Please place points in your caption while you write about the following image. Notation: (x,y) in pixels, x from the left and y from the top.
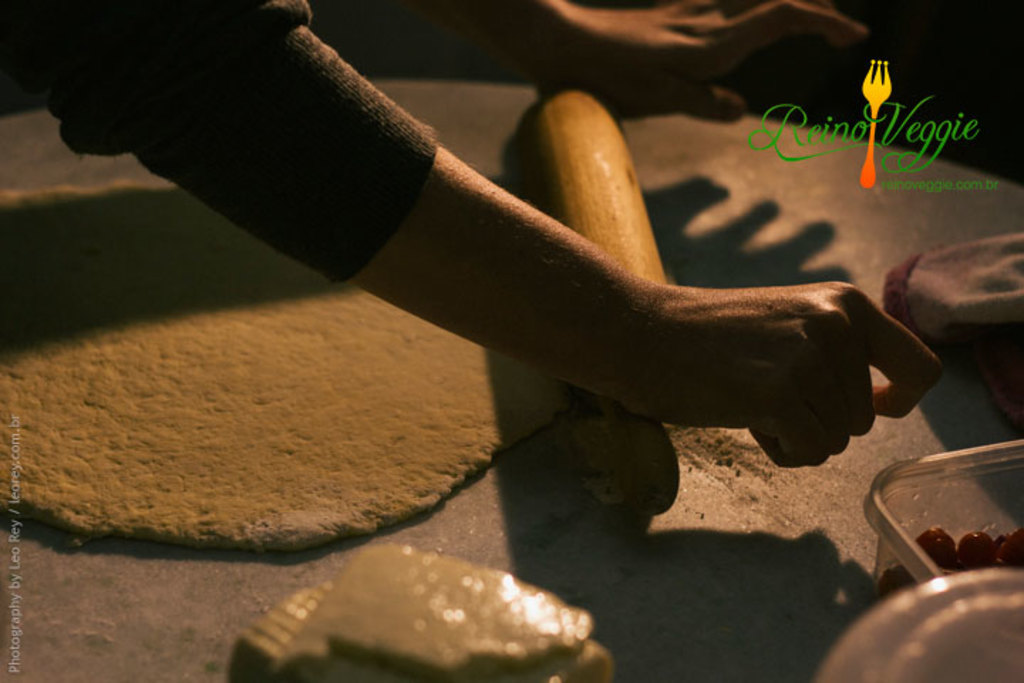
In this image I can see a person's hands (729,361). Here I can see food item (498,417), plastic objects (972,586) and other objects (587,476) on the surface (702,497). Here I can see a logo (874,171) on the image.
